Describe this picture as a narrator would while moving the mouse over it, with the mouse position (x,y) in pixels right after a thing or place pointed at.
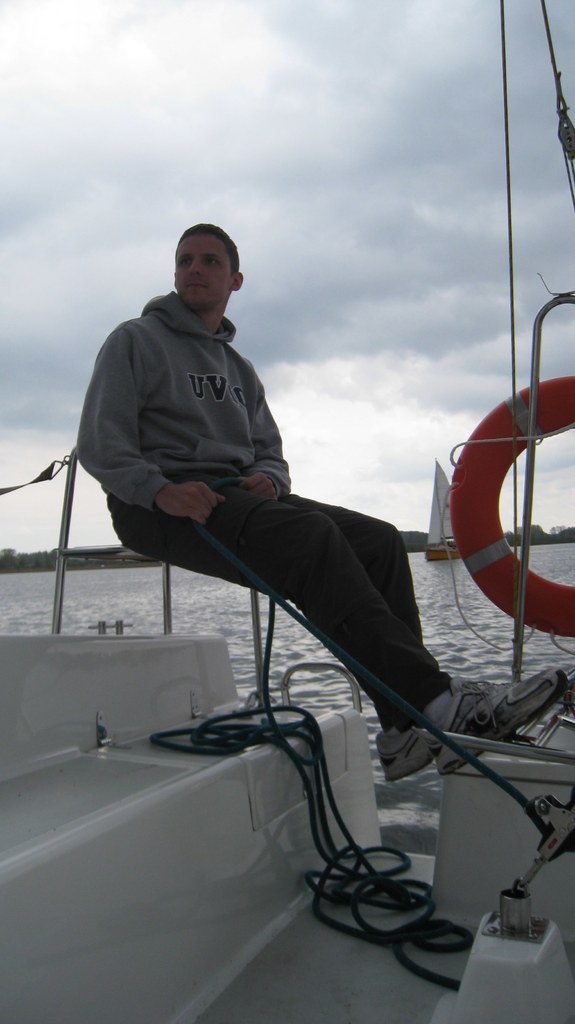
In the center of the image (213,445) we can see person (268,500) sitting on the ship (22,653). On the right side of the image (525,399) we can see life buoy (502,420) in the ship (525,858). In the background (45,559) we can see water (432,584), boat (445,534), trees (42,568), sky (361,437) and clouds (400,214).
